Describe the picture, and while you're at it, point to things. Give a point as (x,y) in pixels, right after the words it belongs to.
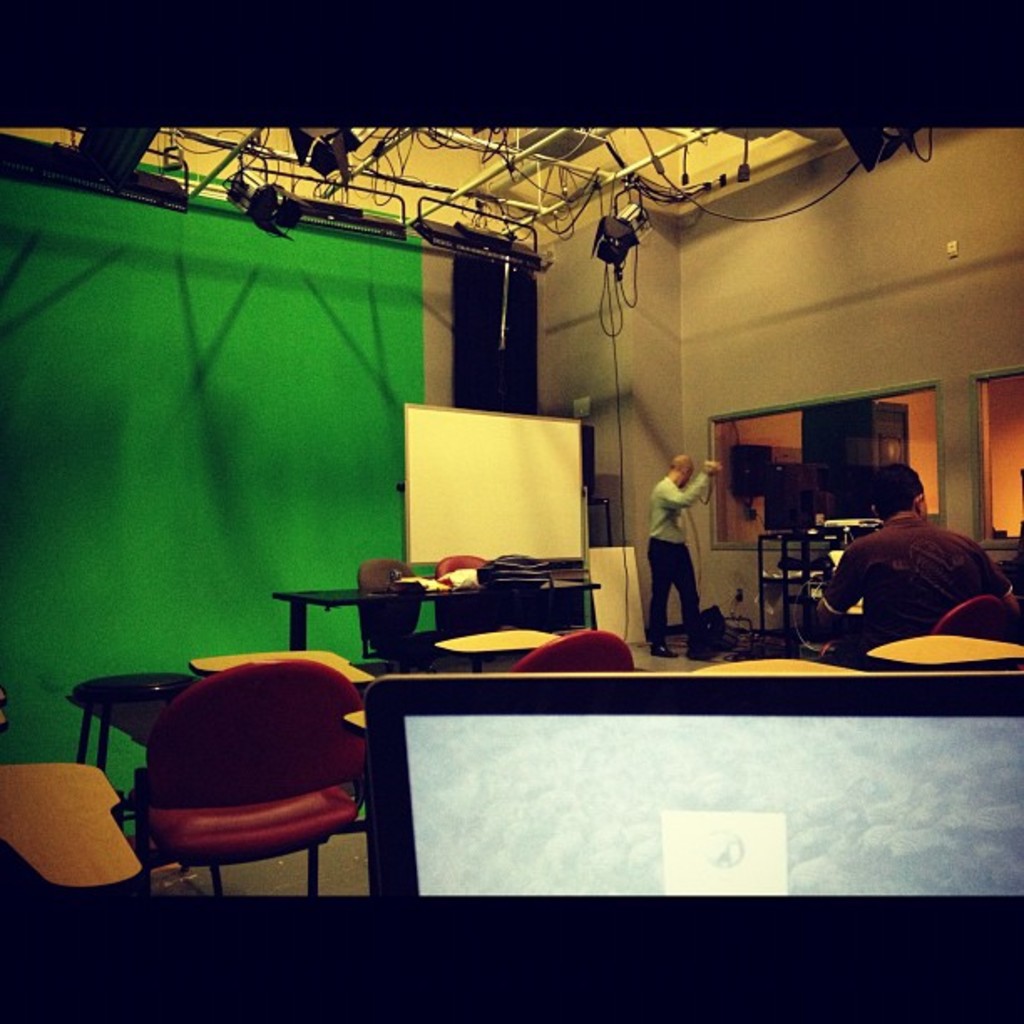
Here in this picture there are two men (873,539). One men (674,566) is standing and the other man (956,604) is sitting in the red chair (964,608). There is a green color wall (215,389). There is a whiteboard (477,504). On the table (431,589) there is a bag (493,564). And to the right corner (857,696) we can see a screen (732,830). On the top (308,144) there are some lighting (252,178).
